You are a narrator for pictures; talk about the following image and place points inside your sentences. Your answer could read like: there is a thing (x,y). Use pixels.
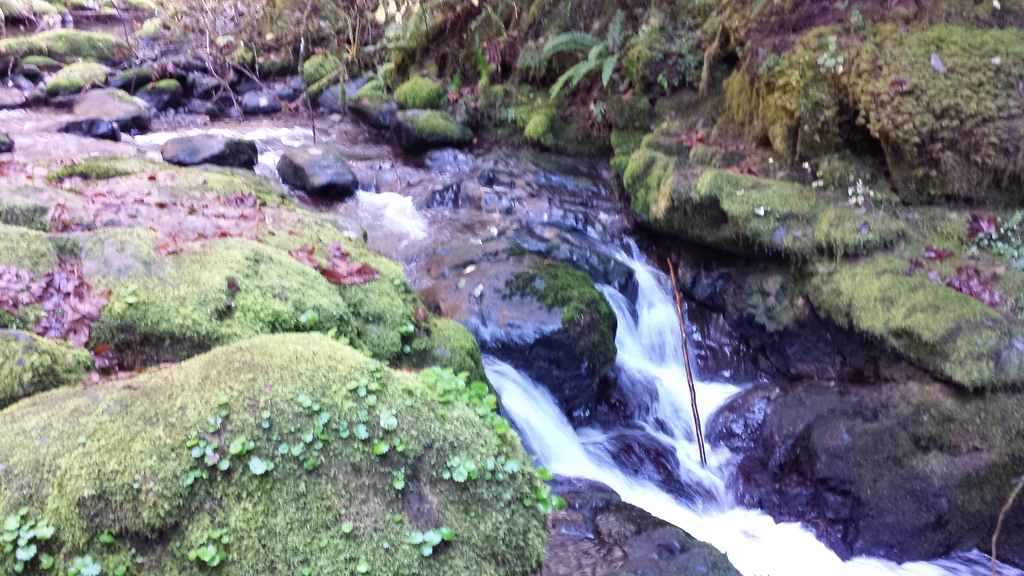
In this image I can see water (631,366), rocks (413,353), plants (176,312) and other objects (151,195).
